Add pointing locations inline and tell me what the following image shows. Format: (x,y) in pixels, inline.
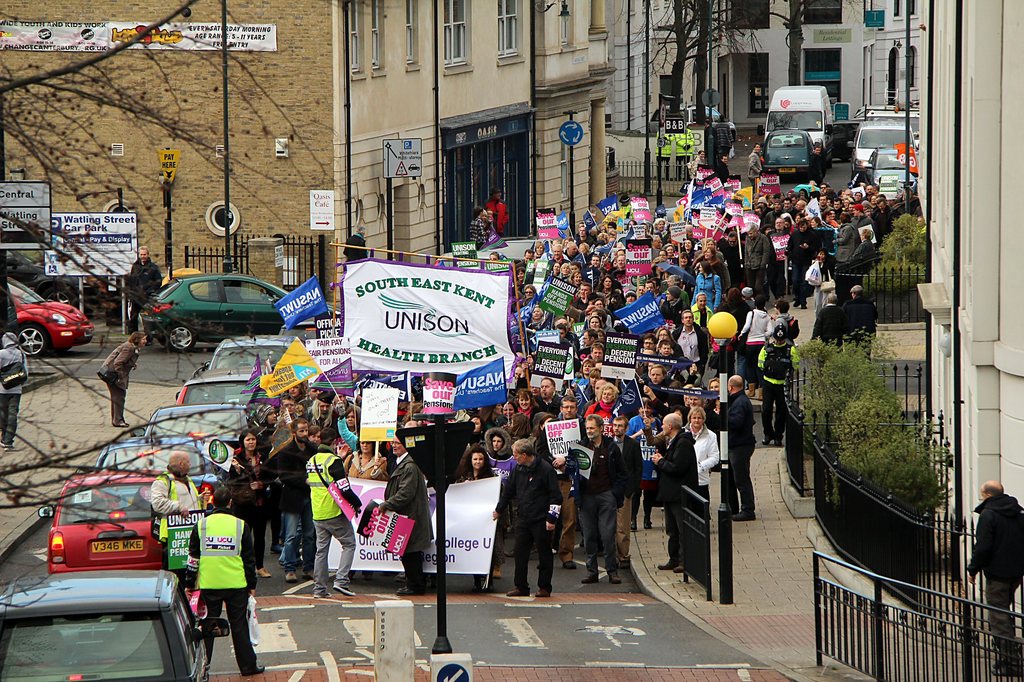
There are many people (220,589) standing on the road (313,626) and many people (305,417) among there are holding hoardings (409,525) in their hands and there are vehicles (63,638) on the road (304,616). In the background (360,171) there are buildings (78,166), windows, poles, banners (84,48), hoardings (16,213) on the wall (70,62), bare trees (16,86), doors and on the right (830,436) there plants (907,476) and fences (902,613).
